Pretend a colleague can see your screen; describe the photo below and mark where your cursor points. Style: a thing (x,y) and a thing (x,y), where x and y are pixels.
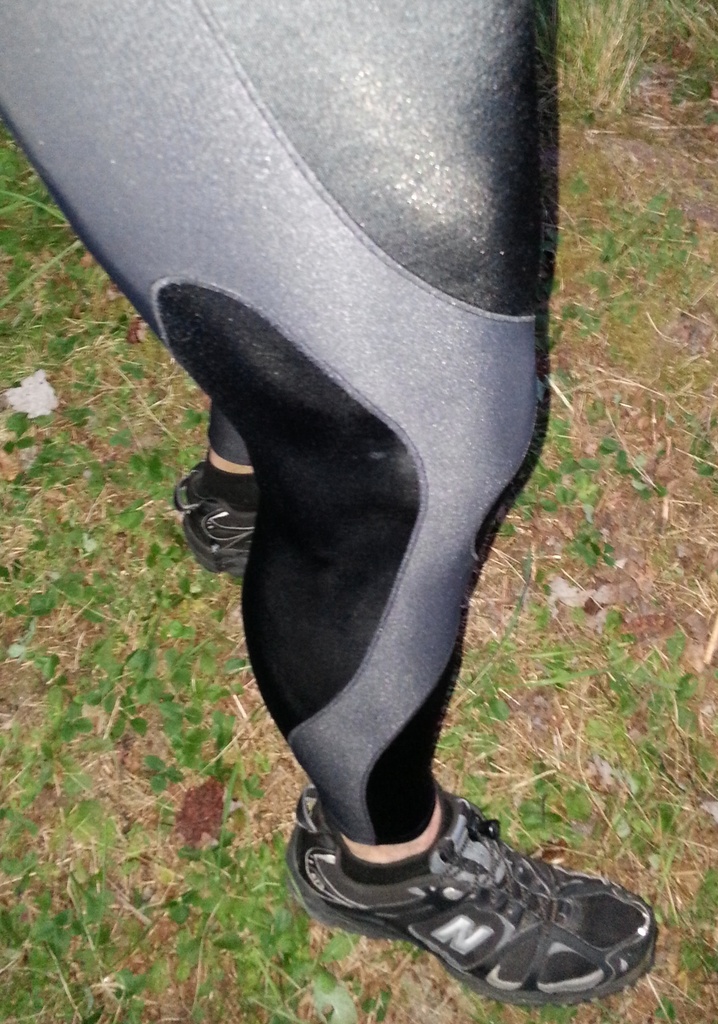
In this image we can see a man (353,524) is standing on the grassy land (553,836). He is wearing black color shoes (529,899) and black-grey color dress (327,398).
